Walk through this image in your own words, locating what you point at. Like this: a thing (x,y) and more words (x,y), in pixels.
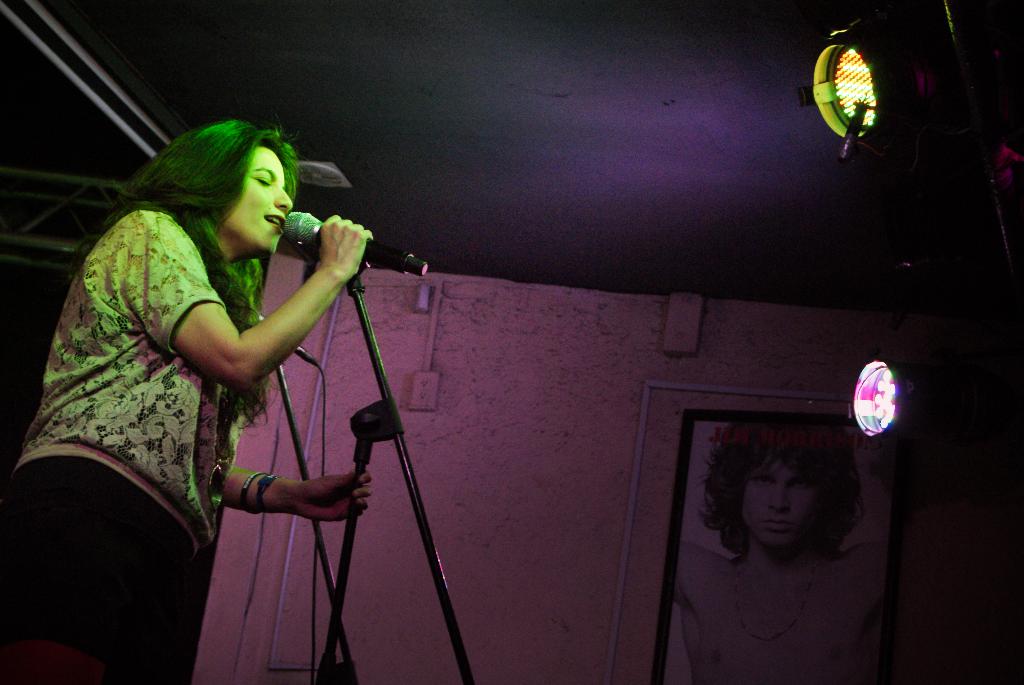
On the left side of the image (160,367) we can see a woman (187,373) and a mic rod (381,254) in front of her. On the right side of the image (805,103) we can see a electric light (844,117), photo frame (748,598) that is attached to the wall (503,483) and pipelines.
